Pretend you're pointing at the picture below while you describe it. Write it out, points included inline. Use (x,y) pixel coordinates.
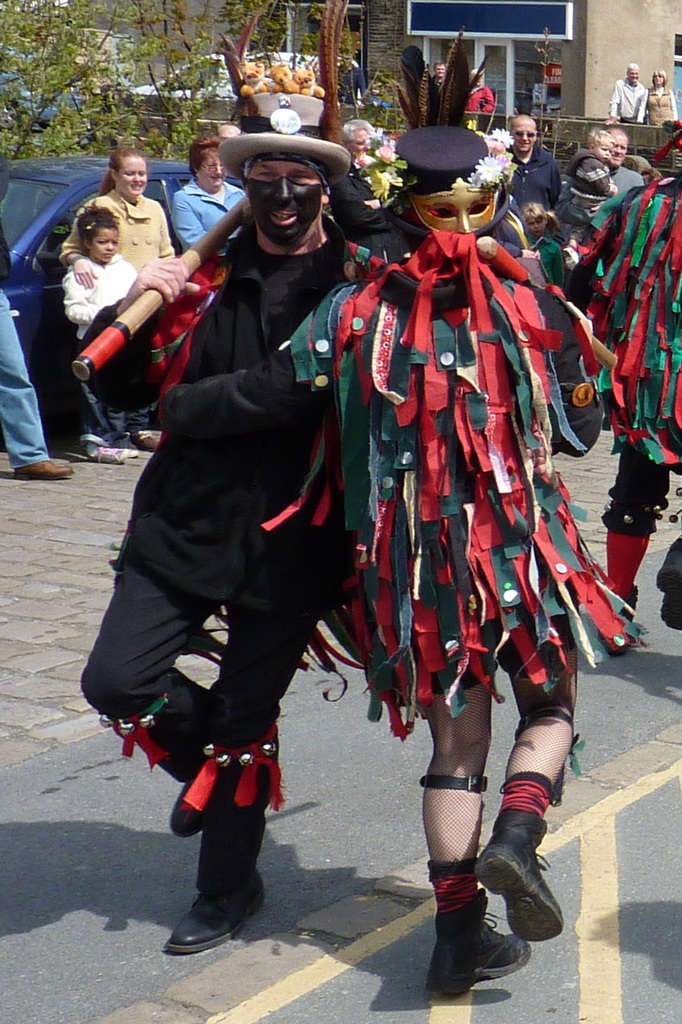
In this image, we can see persons (486,267) wearing clothes (359,563). There are two persons (266,328) in the middle of the image (398,411) wearing hats (439,185). There is a car (63,266) on the left side of the image (38,386). There is a tree (97,40) in the top left of the image (137,63). There is a building (363,65) at the top of the image (426,27).
